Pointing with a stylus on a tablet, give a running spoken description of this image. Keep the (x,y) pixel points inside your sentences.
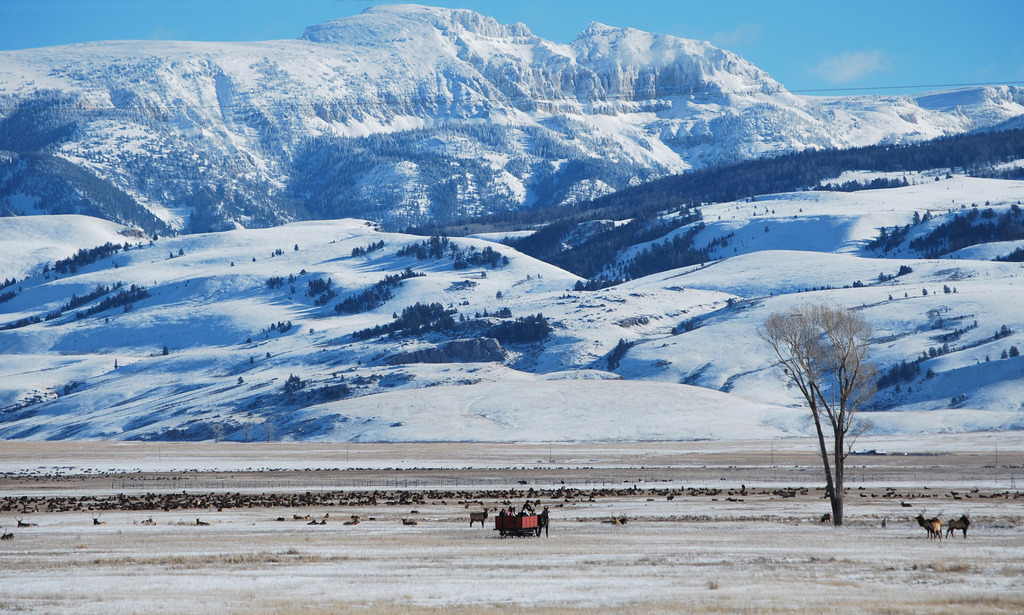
This is the picture of a mountain (849,254). In the foreground (507,516) there are group of people (522,513) sitting in the horse cart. There are animals (492,496) and there is a fence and tree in the foreground (715,502). At the back (434,206) there are trees (434,206) on the mountains (499,191) and there is a snow (555,331) on the mountains (643,332). At the top (685,17) there is sky (662,17).
